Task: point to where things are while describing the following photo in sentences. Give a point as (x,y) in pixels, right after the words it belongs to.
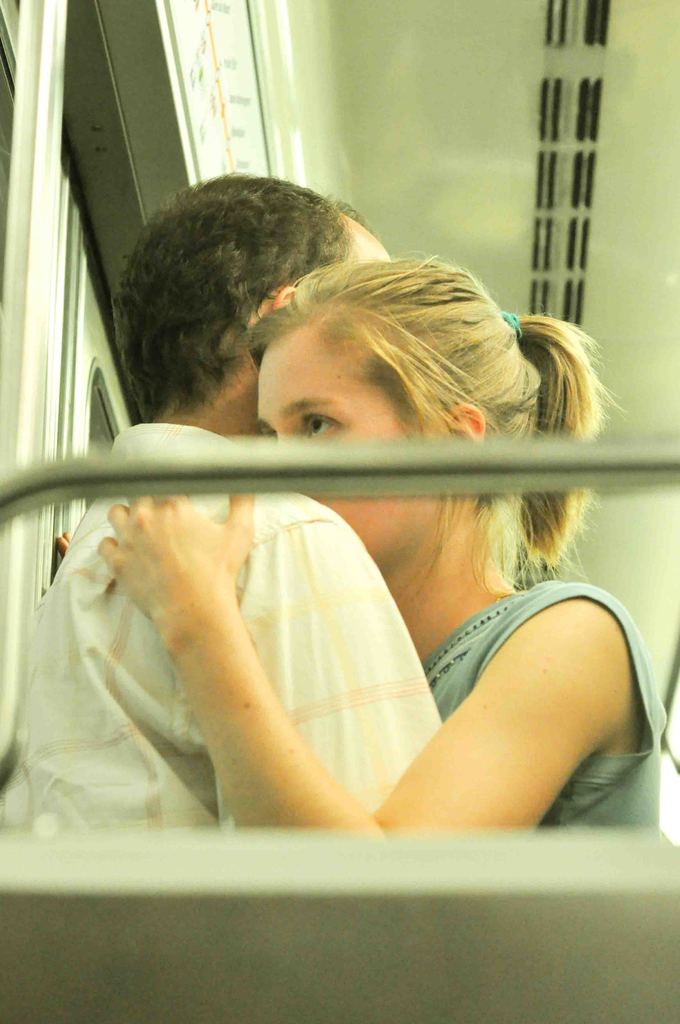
The image is taken in the train (434,841). In the center of the image (424,656) we can see a man (174,732) and a lady (445,695) hugging each other. On the left (88,442) there is a window (104,444).
